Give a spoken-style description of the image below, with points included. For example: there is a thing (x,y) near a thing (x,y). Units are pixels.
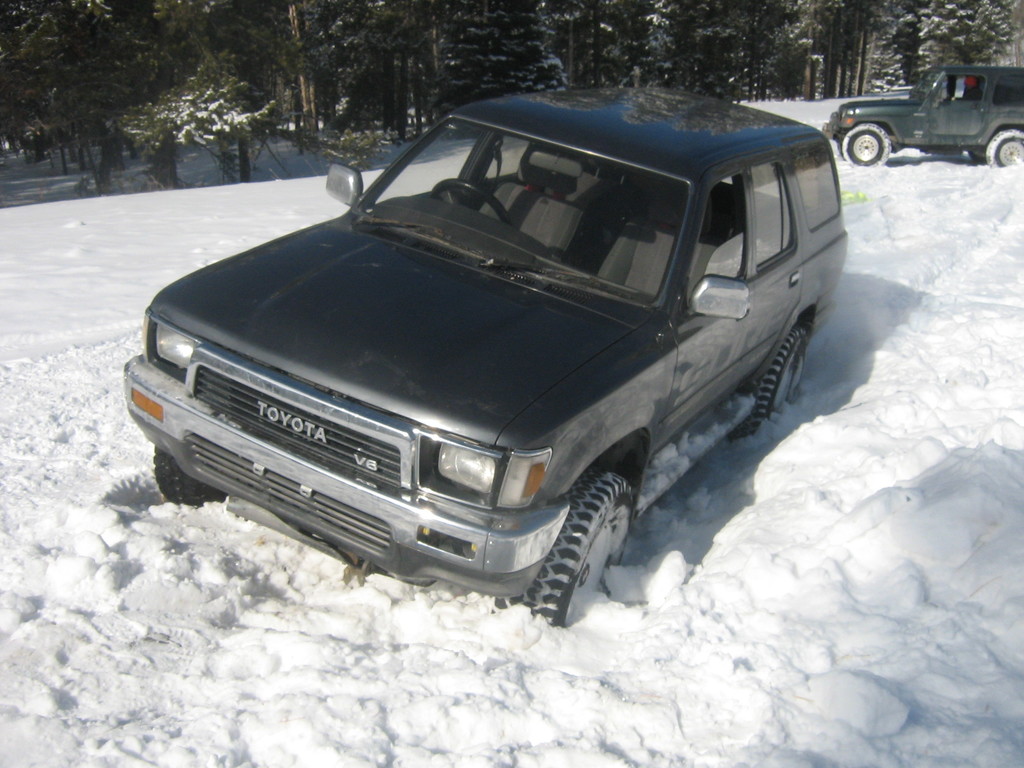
In this image there are vehicles (737,263) on the land (872,254) which is covered with the snow (162,630). Background (123,64) there are trees (412,48).
